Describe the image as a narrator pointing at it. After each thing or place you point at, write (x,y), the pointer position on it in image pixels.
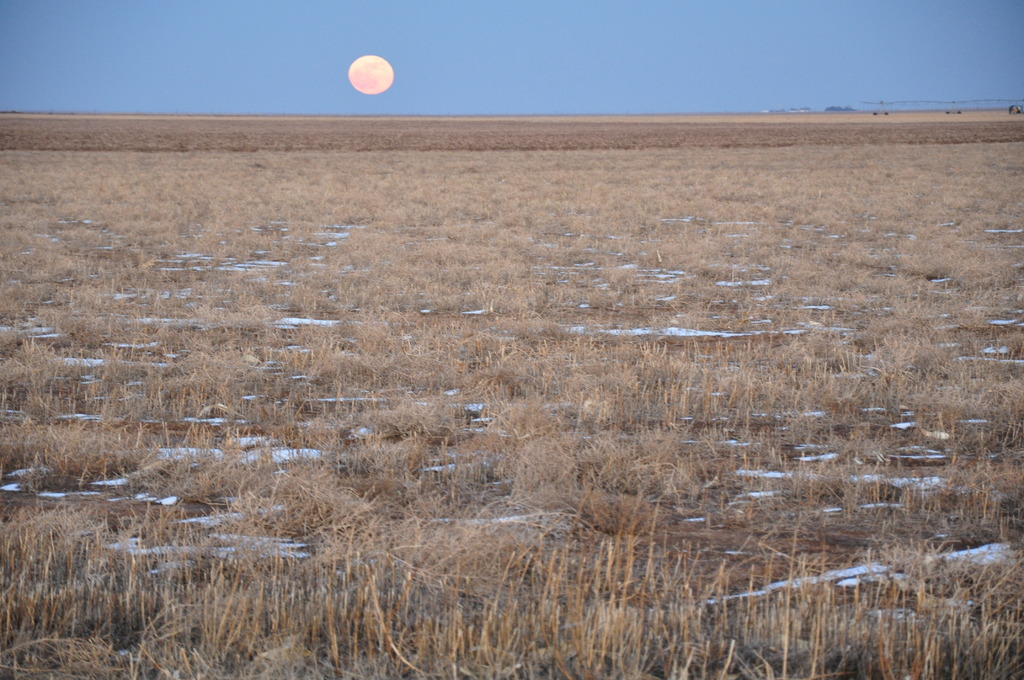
In this picture I can see the farmland (579,210) and open area (357,310). At the top (447,106) I can see the moon (374,89) and sky (515,71). In the top right corner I can see the trees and it might be a bridge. At the bottom (535,588) I can see the grass (388,499).
